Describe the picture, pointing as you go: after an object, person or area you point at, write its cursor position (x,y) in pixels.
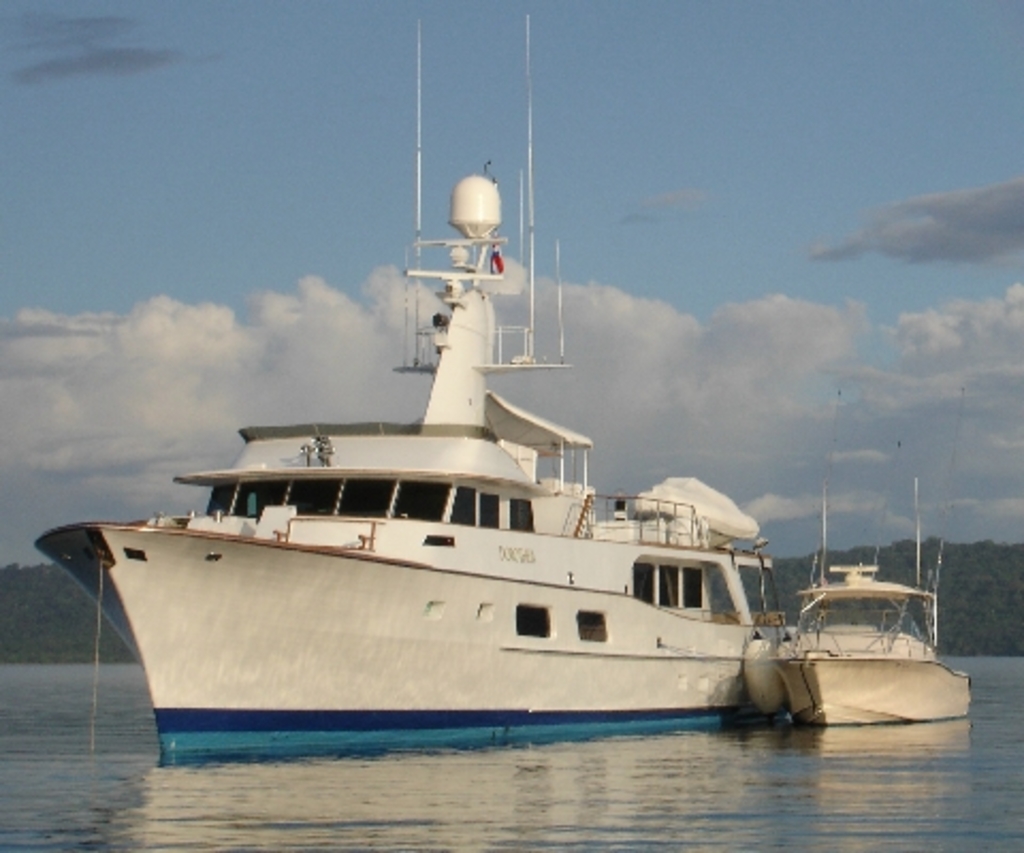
In this image there is a ship (481,665) and a boat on the water (541,810), and in the background (27,614) there are trees (27,614), sky (555,27).
